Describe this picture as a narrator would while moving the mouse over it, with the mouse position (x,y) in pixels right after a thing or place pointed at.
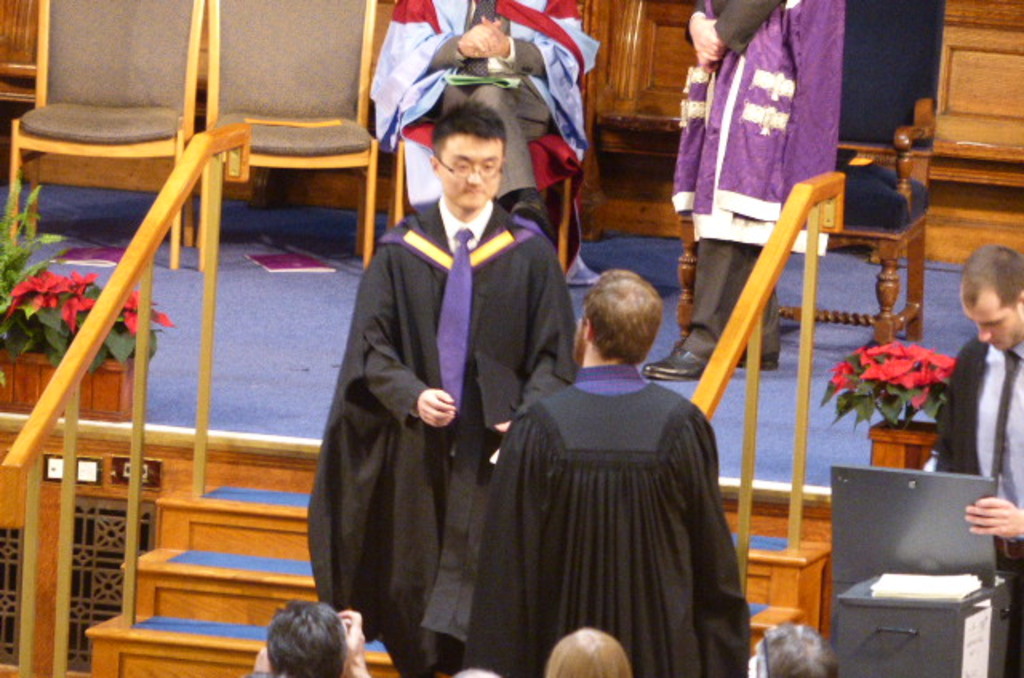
In this picture there are a group of people (492,306) standing and there is a staircase (220,521) and railing (144,411), there are some plants (63,290) here are some stairs (183,613) and is a person (479,44) sitting here standing here and there are some papers (915,582).
